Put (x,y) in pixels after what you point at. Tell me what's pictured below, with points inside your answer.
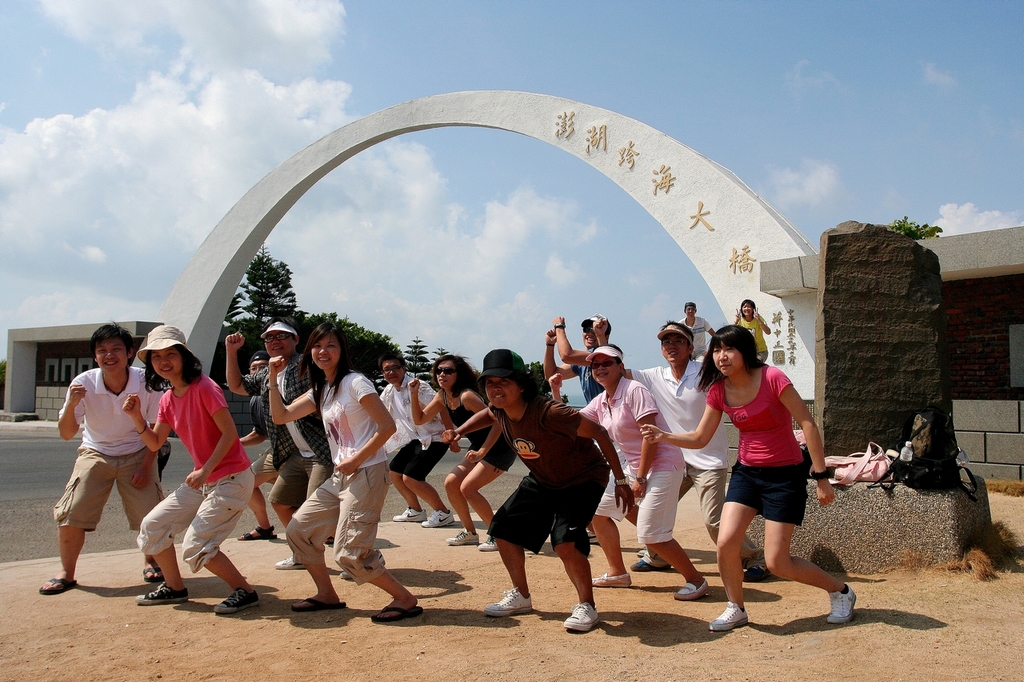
In the foreground of the picture (123,438) we can see a group of people (467,455), soil (647,603), foundation stone (877,318), bags (908,467), grass (965,548) and road (26,516). In the middle of the picture (360,334) there are trees (235,326), arch (209,314) and wall (65,355). In the background (551,74) it is sky (565,49).
